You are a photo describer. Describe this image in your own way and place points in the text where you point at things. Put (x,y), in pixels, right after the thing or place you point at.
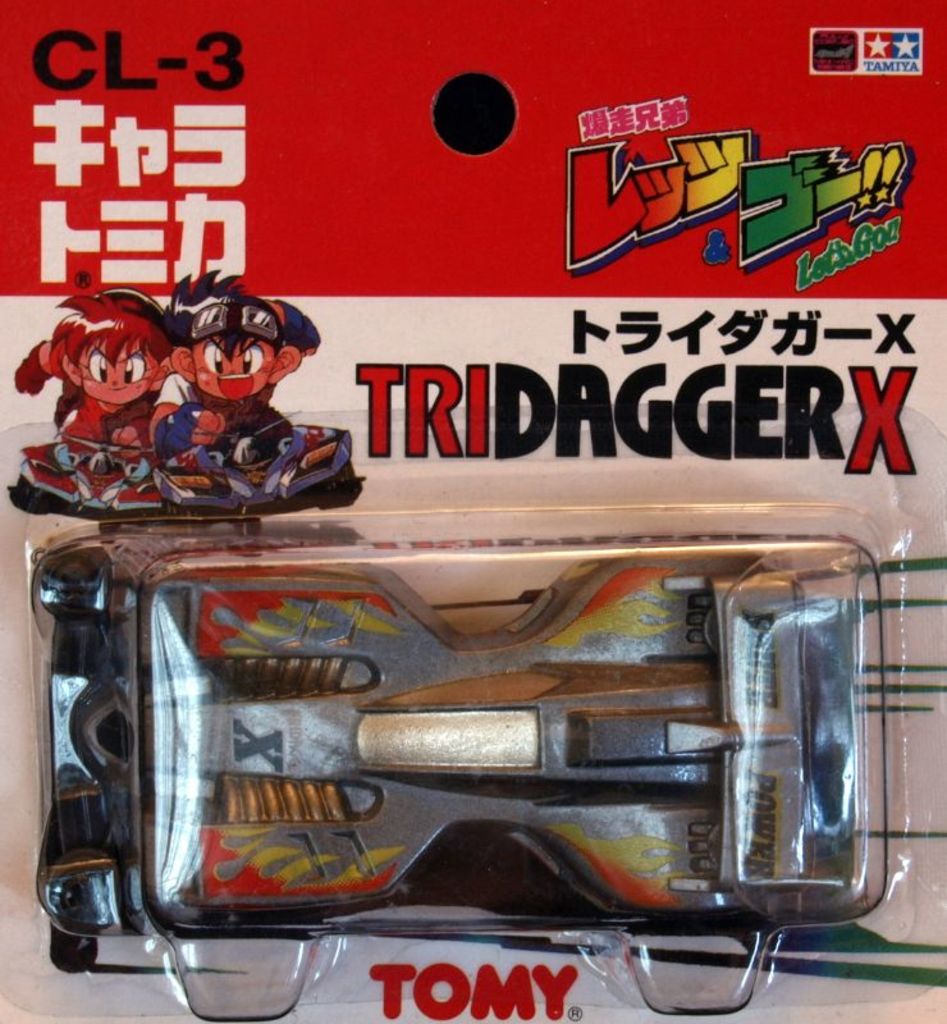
In this image we can see a toy car (511,728) placed in the package (631,222).
